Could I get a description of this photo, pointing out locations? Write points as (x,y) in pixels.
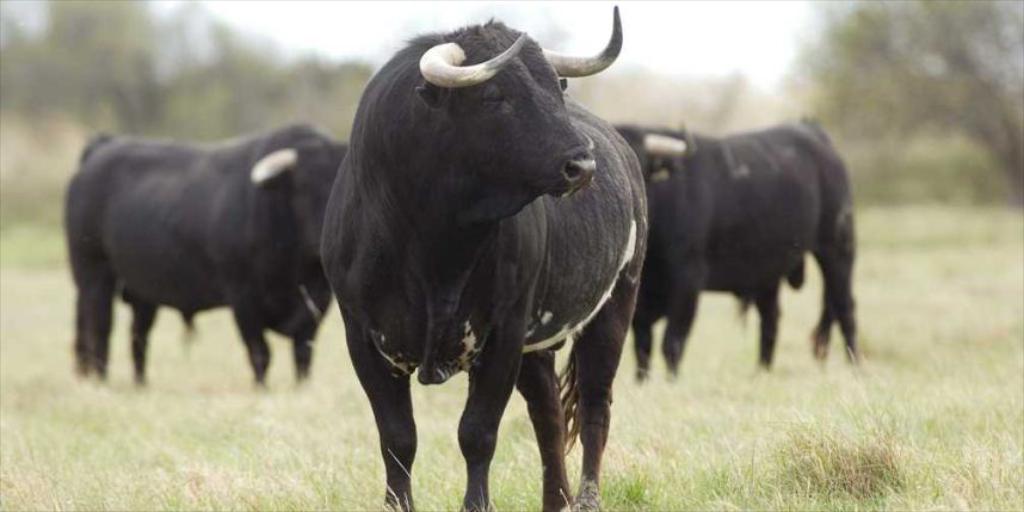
In this picture I can observe bulls (445,171). These bulls (409,220) are in black color. I can observe grass (237,485) on the ground (838,471). The background (168,88) is blurred.
